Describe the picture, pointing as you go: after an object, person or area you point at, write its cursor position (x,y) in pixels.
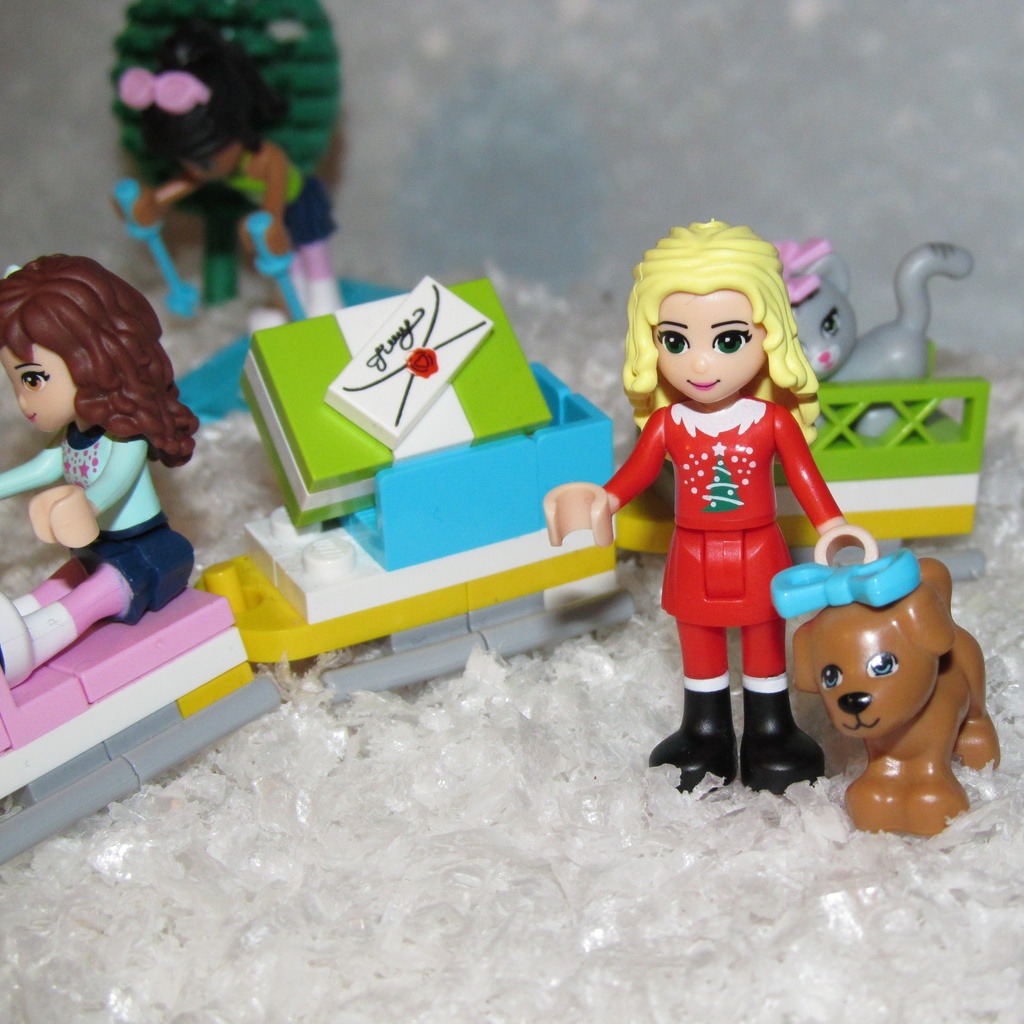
In this picture, we can see some plastic toys (391,478) on the fake snow (367,660).
